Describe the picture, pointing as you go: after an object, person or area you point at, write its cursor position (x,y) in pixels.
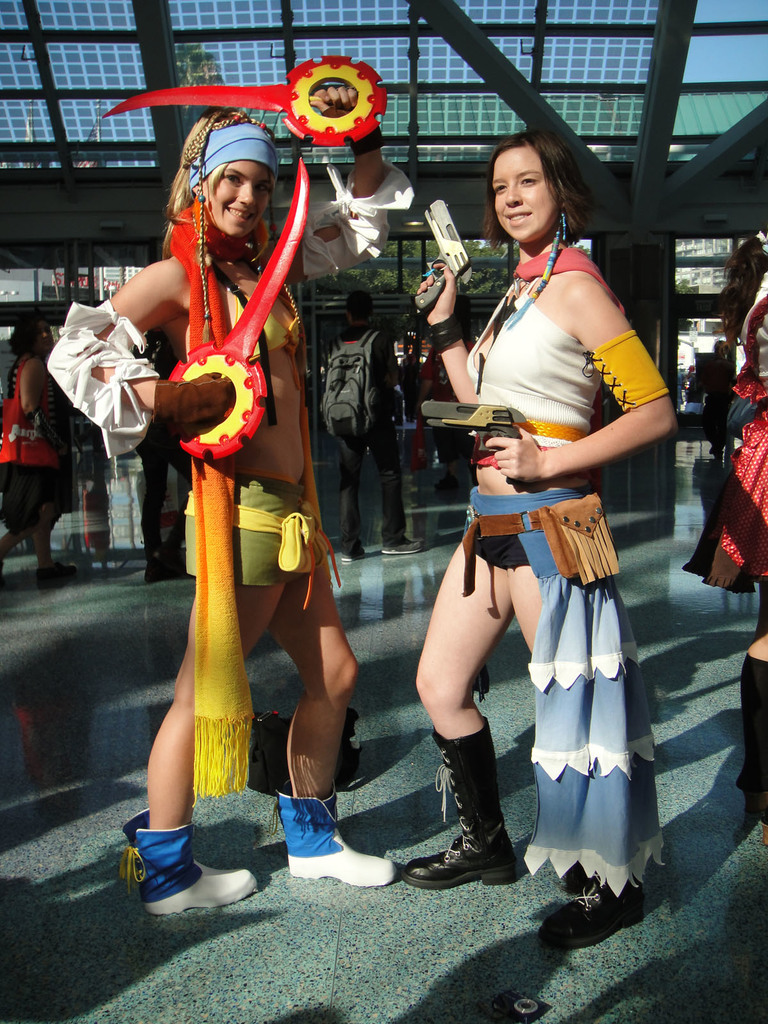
In this image, there are a few people (383,424). Among them, some people (477,715) are holding objects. We can see the ground (498,737). We can also see a pillar (665,313) and the shed (618,179) at the top (641,279). We can also see some glass (702,242).
